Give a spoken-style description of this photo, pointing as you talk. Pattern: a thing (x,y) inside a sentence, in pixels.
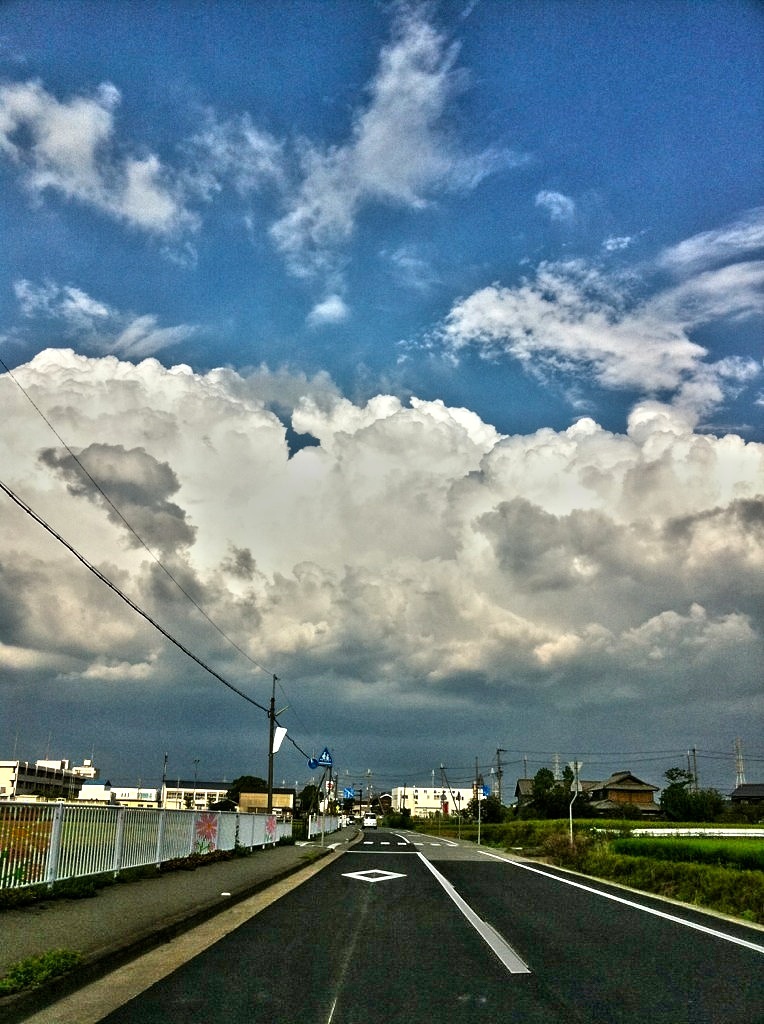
This picture might be taken on the wide road (482,959). In this image, on the right side (763,813), we can see some trees (701,813), houses (639,810). On the left side (43,854), we can also see metal grills (1,855), buildings (288,796), electric pole (272,808), electric wires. In the background (420,806), we can see some buildings (393,806), electric wires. On the top (485,272), we can see a sky (455,511) which is cloudy, at the bottom (490,864) there is a road (295,954).
